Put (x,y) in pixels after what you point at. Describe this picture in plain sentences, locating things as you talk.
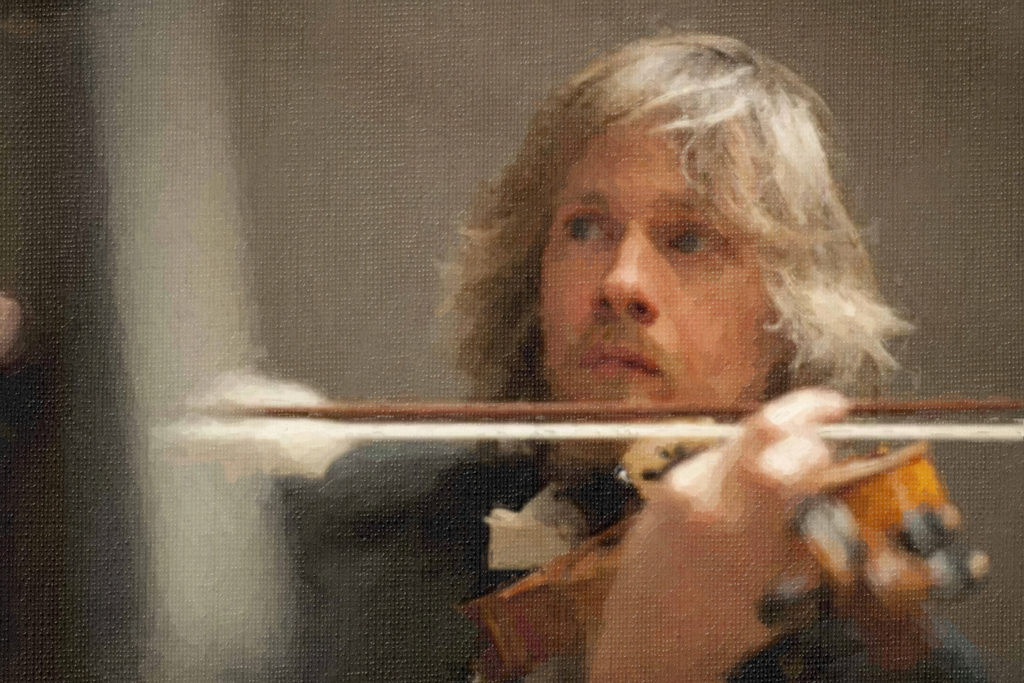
In the image there is a man (737,435) playing violin (522,653).
